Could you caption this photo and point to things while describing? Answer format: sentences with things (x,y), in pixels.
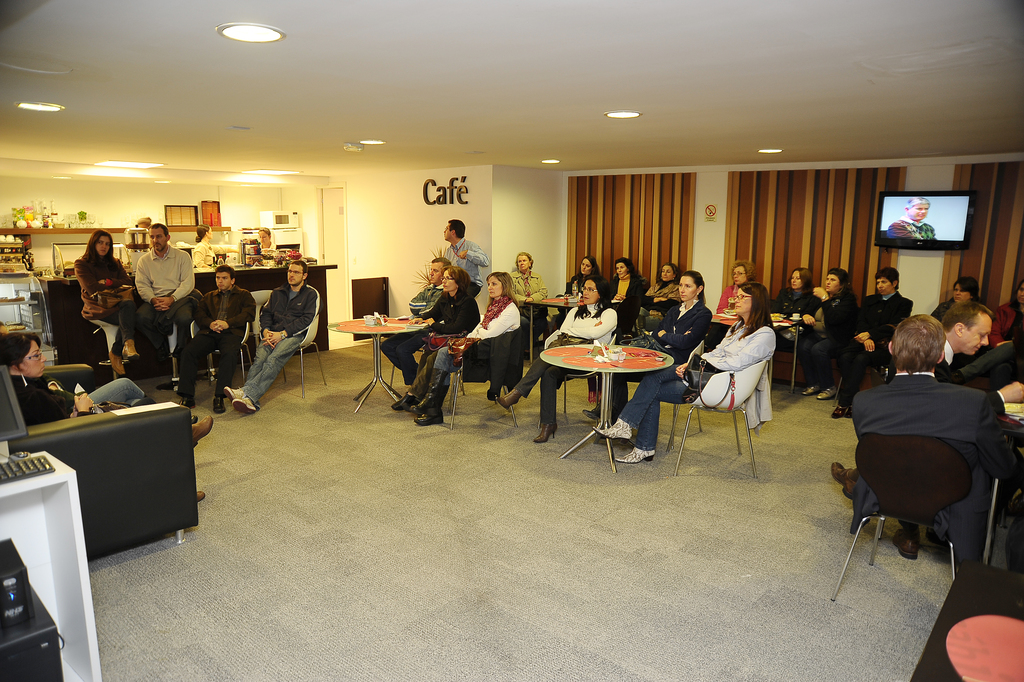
In this picture there are few people (93,392) sitting they have tables (573,301) in front of them and in the backdrop (732,181) there is a television (891,217) and there are curtains (668,198).
